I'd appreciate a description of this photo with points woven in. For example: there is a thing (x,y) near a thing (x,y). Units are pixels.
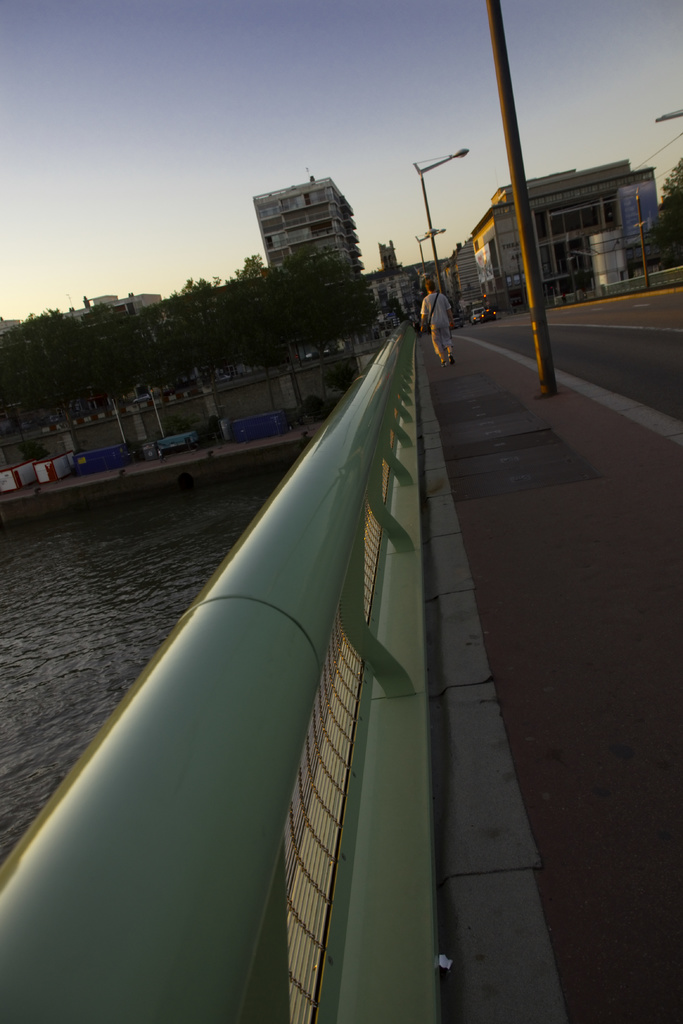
This is the picture of a city (565,361). In this image there is a person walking on the footpath (531,710) and there are poles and there is a railing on the footpath (552,726). On the left side of the image (21,648) there is water (134,677). At the back (446,259) there are buildings (553,188), trees (48,378) and poles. At the top (130,43) there is sky (159,28). At the bottom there is a road (681,369) and there are vehicles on the road (678,331).
